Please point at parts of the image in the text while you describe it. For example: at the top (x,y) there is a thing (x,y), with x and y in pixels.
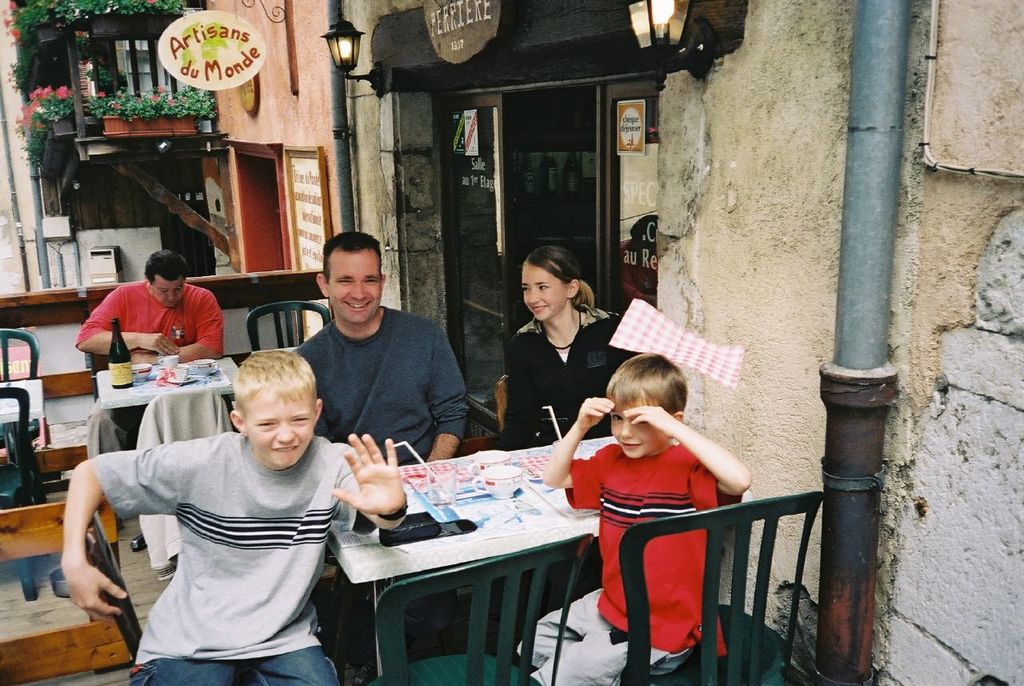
There are a four people (368,331) sitting on a chair (639,644) and they are smiling. In the background (160,347) there is a man (138,305) sitting on a chair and he is having a coffee (190,374) and a drink (127,371) as well.
